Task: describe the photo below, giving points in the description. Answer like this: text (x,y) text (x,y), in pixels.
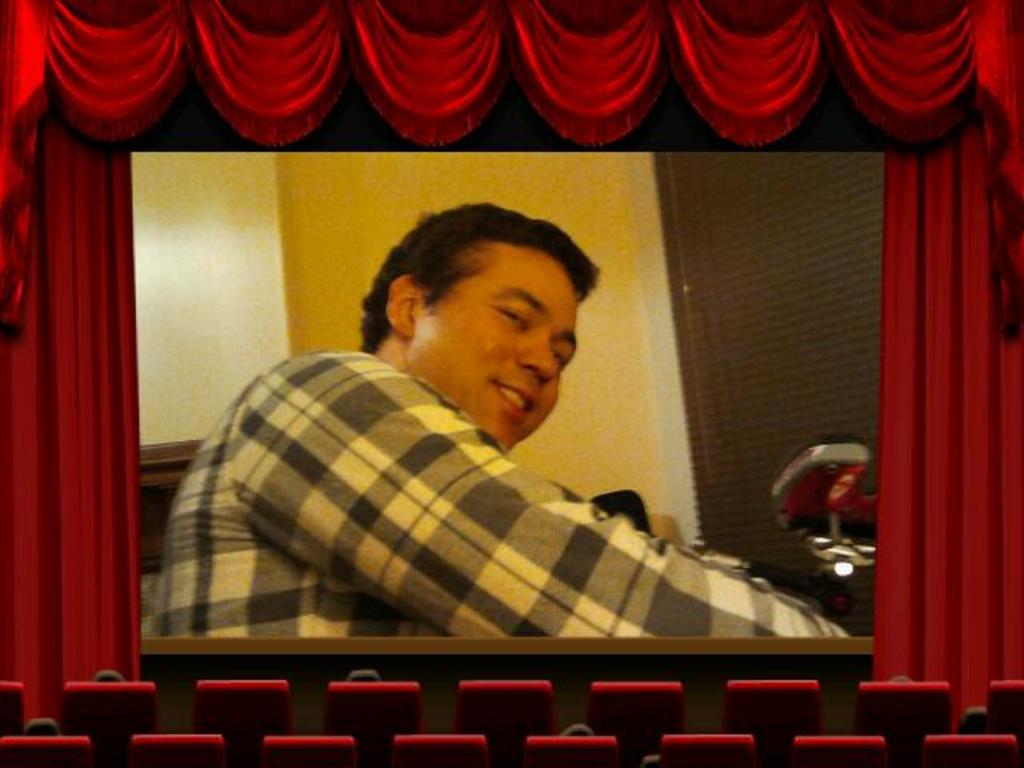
In this image there are chairs (218,749), screen (662,437) and curtains (102,458). I can see a person's face (464,289) and objects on the screen (460,366).
